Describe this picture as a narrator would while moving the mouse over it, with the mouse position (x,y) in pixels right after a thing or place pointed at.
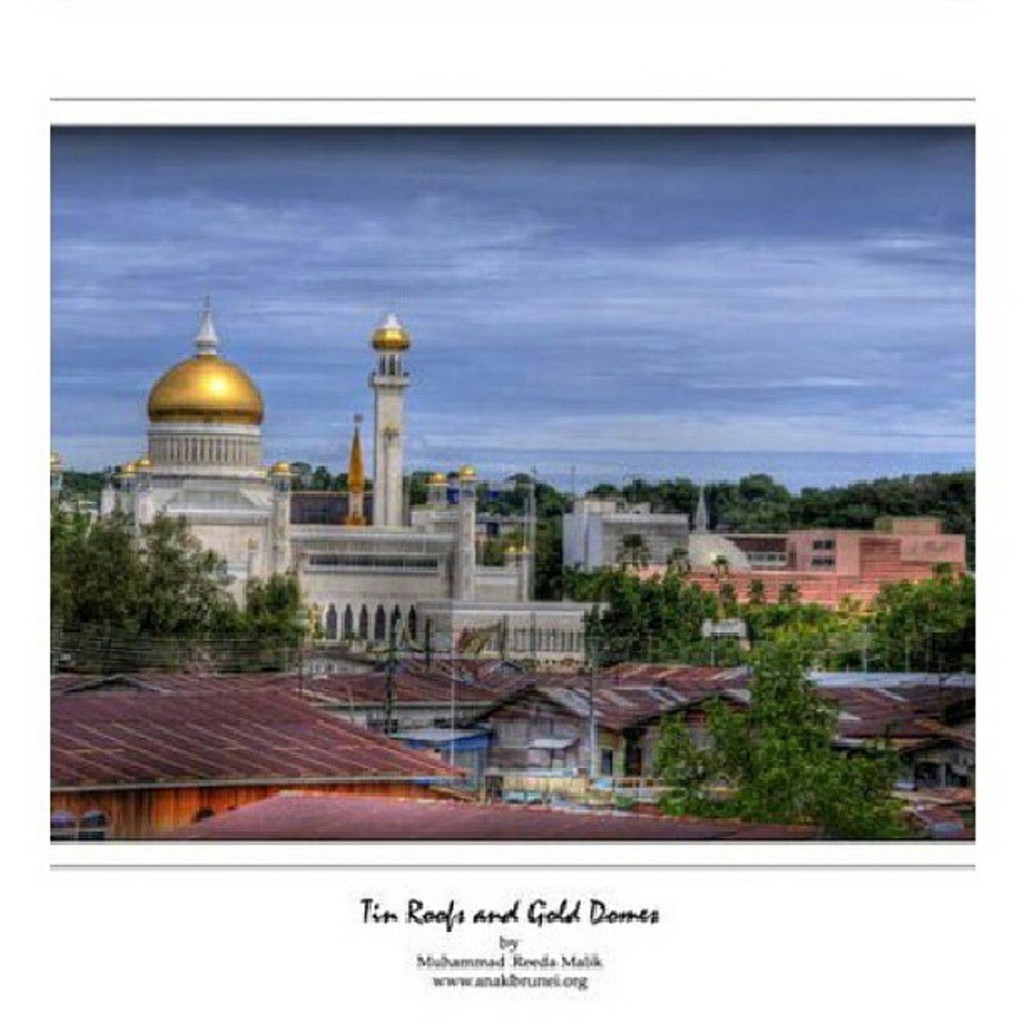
In this image, we can see some houses (579,805), trees (792,750), buildings (897,577), towers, flag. At the top (686,246), we can see a sky (577,419) which is cloudy.
